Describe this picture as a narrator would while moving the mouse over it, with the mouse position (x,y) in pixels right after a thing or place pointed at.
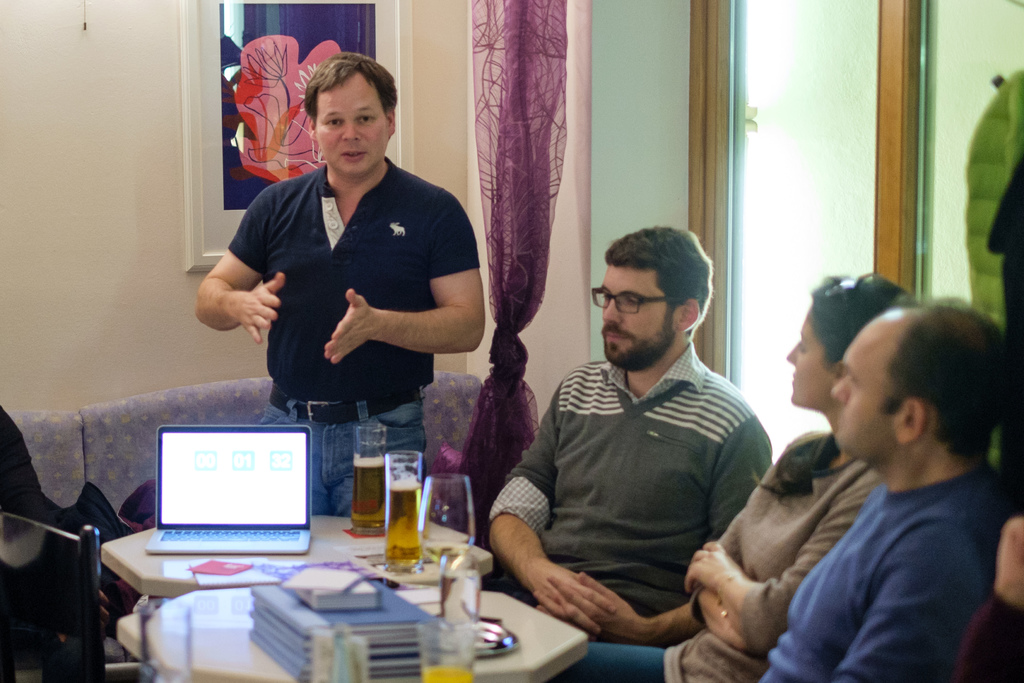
In this image I see 3 men (677,446) and a woman (749,632) and I see that these 3 of them (677,421) are sitting and this man (376,359) is standing and I see a couch (245,396) over here and I see tables (223,640) on which there are glasses (362,509), a laptop (199,429), books (286,592) and other things (288,568). In the background (467,52) I see the wall (67,32), a curtain (476,25), a photo frame (397,16) and I see that it is blurred over here.
